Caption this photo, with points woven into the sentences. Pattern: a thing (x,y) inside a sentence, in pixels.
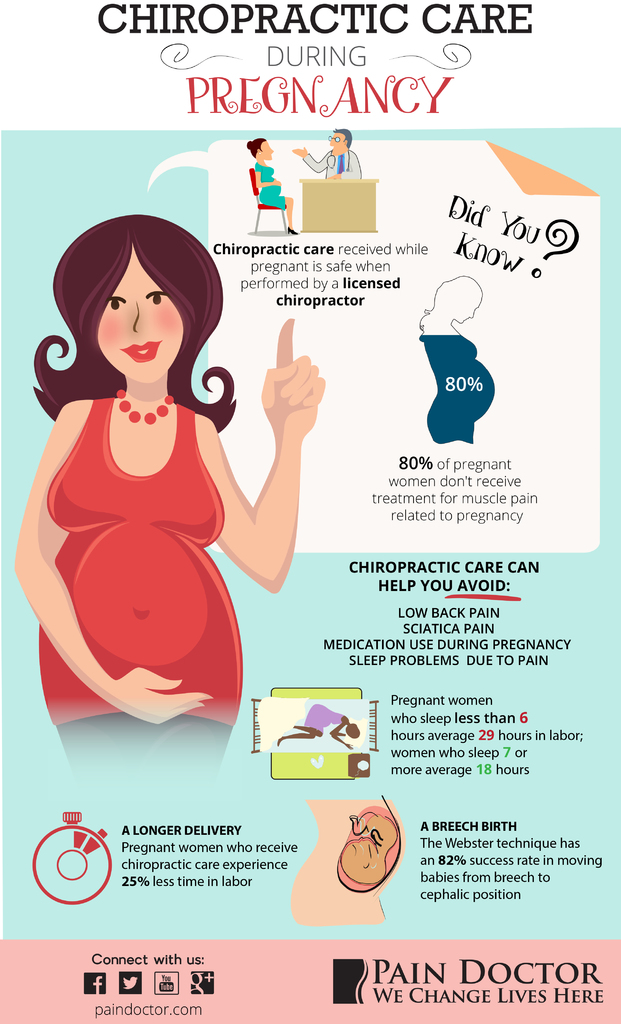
This image consists of a poster (406,383) with a few images (219,403) and text (427,964).
